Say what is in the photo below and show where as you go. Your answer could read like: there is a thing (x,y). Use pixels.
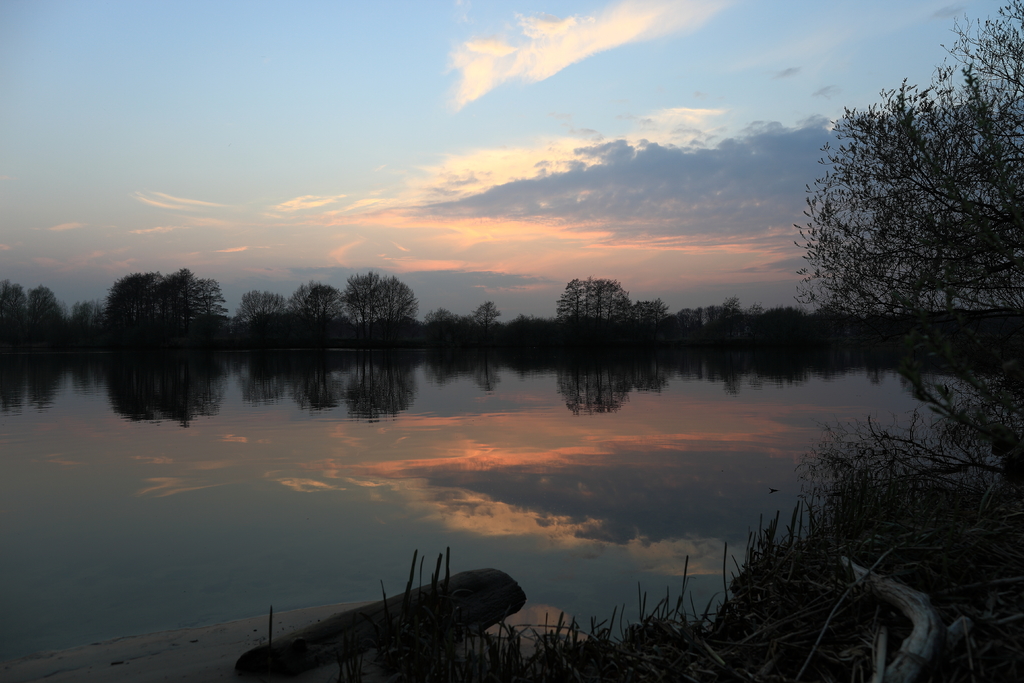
At the bottom of the picture (813,560), we see grass (822,561) and wooden sticks (822,590). Beside that, we see the wood (507,586). On the right side (966,160), we see a tree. In the middle of the picture (491,428), we see water (525,447) and this water (432,471) might be in the lake (486,470). There are trees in the background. At the top (365,126), we see the sky (255,83) and the clouds (604,165).
